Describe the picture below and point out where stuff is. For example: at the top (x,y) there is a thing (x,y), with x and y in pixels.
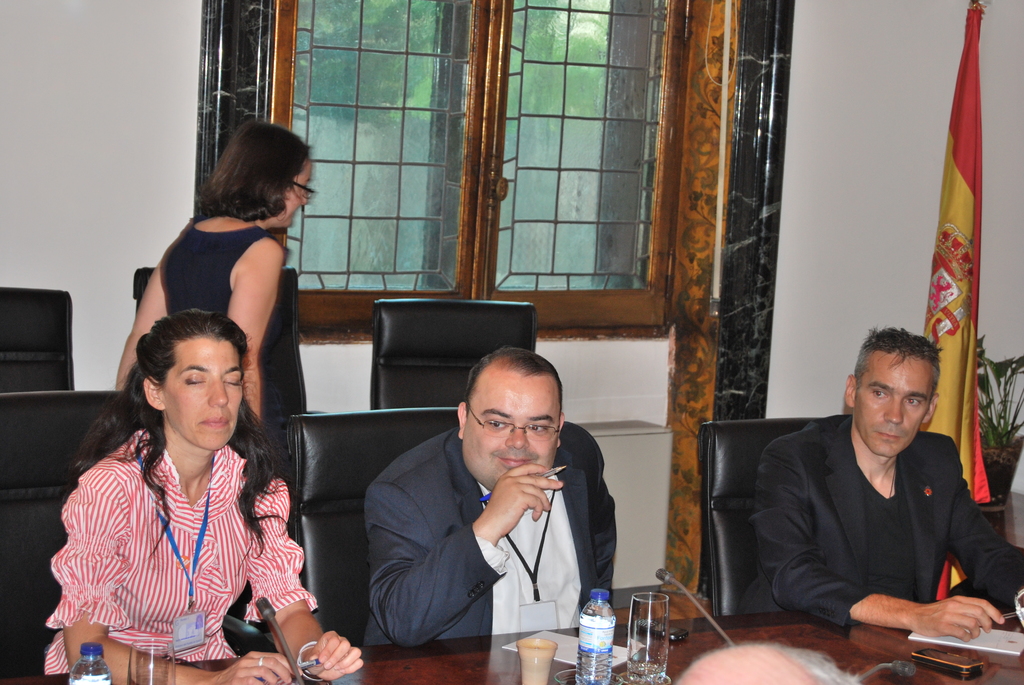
This is inside a meeting hall (767,333). There are four persons (178,265) on the image. One lady (215,253) is standing other three (192,529) are sitting on their chairs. In front of them there is a table (506,644). On the table (228,660) there is bottle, glass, mic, pen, paper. On the right side (930,316) there is a flag (980,229) beside it there is a plant pot (986,436). In the background (366,197) there is a window (473,213). Through the window glass (356,124) I can see trees (431,68).
